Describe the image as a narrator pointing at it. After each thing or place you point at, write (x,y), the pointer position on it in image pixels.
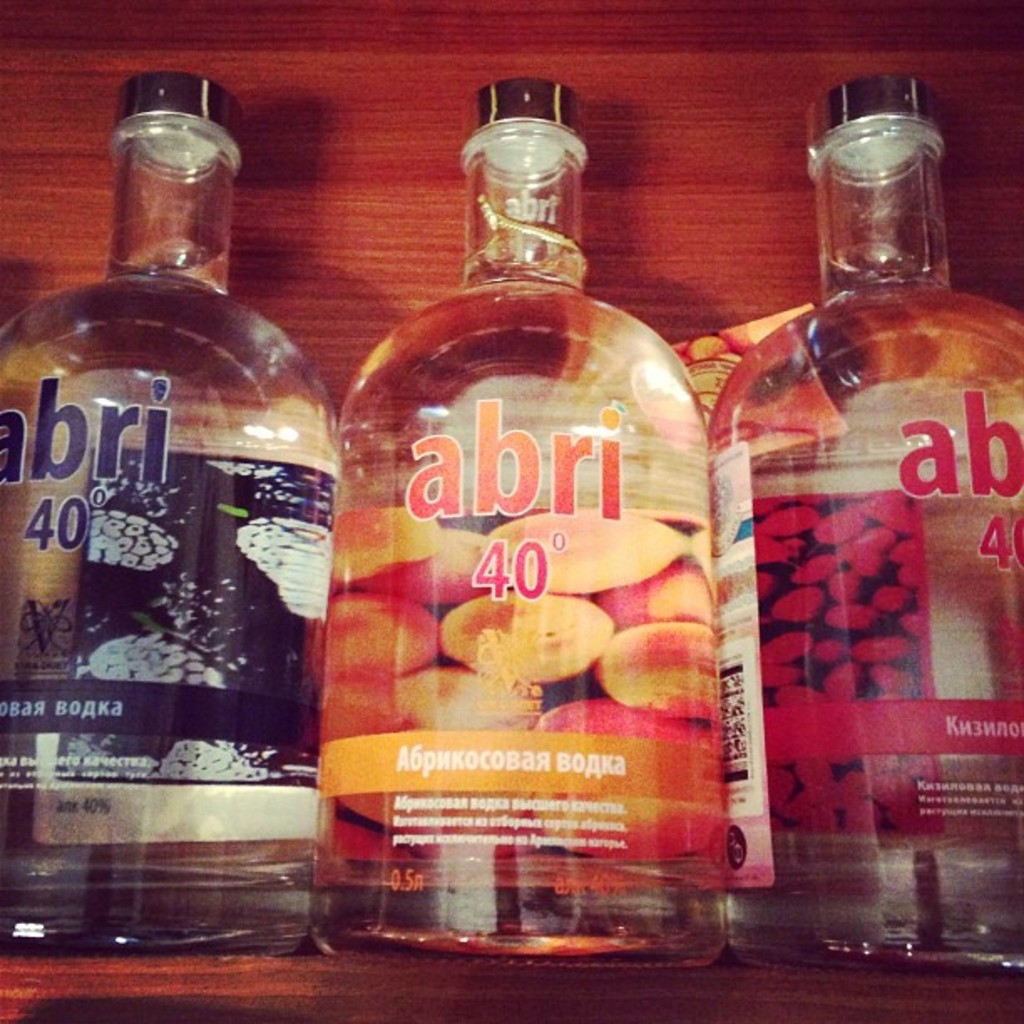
These three bottles (303,540) are inside this rack (734,12) with caps (183,101). These three bottles (488,292) are filled with liquids (745,624).
